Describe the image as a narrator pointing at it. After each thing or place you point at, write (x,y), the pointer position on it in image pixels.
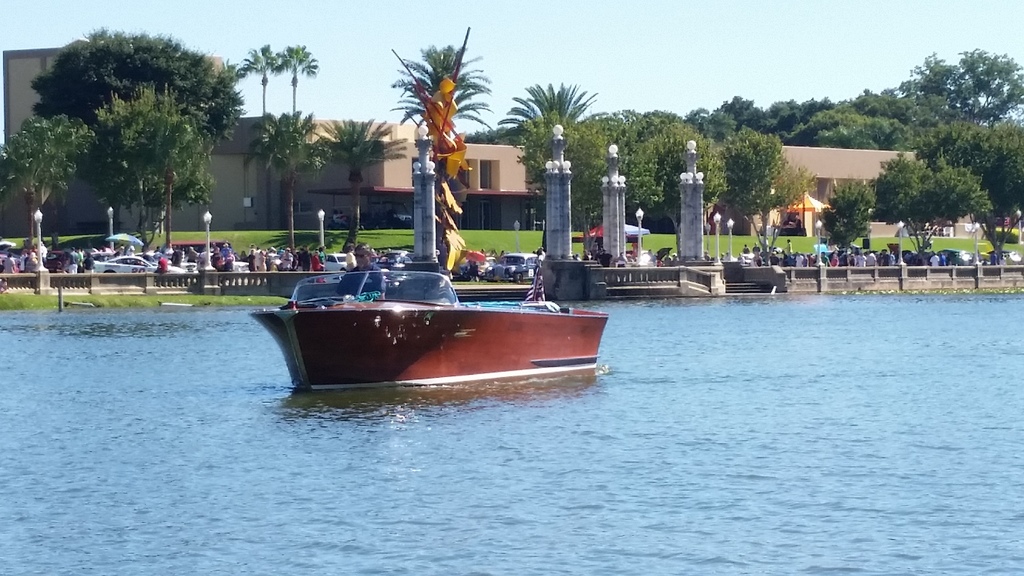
This is an outside view. At the bottom (407,458), I can see the water (340,490) and there is a boat (403,355) on the water (432,460). In the background (276,254) there are many people (177,263) standing on the ground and there are few vehicles (130,262) and also I can see few pillars (690,221), light poles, trees (748,188) and buildings (265,187). At the top of the image (722,62) I can see the sky (727,25).
